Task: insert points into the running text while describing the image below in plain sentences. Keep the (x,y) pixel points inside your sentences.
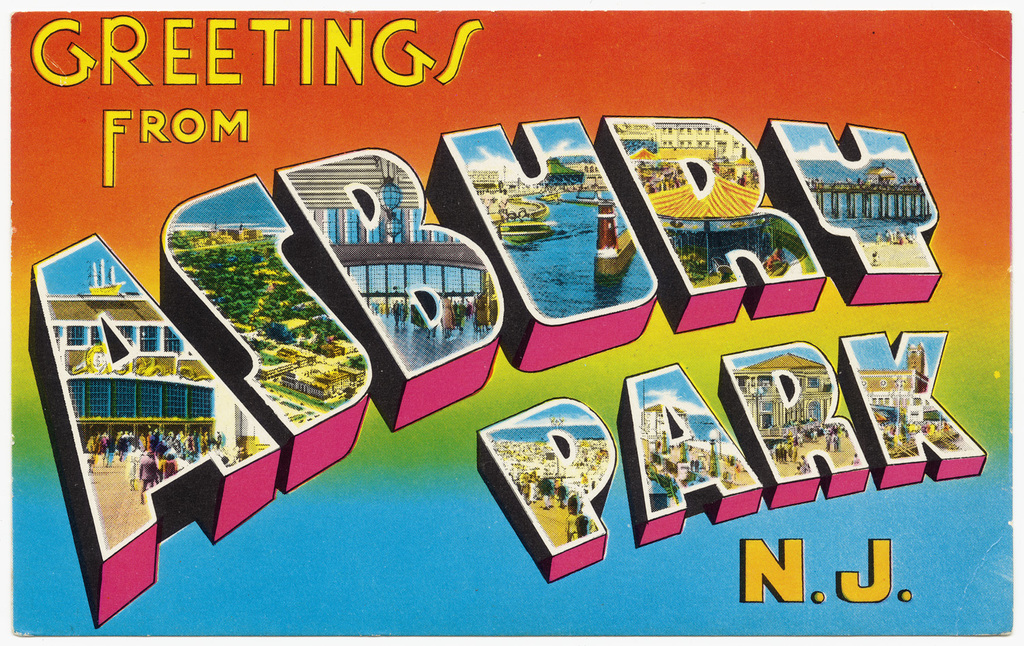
In this image we can see a card (365,450) and there is a text (165,136) written on it.
